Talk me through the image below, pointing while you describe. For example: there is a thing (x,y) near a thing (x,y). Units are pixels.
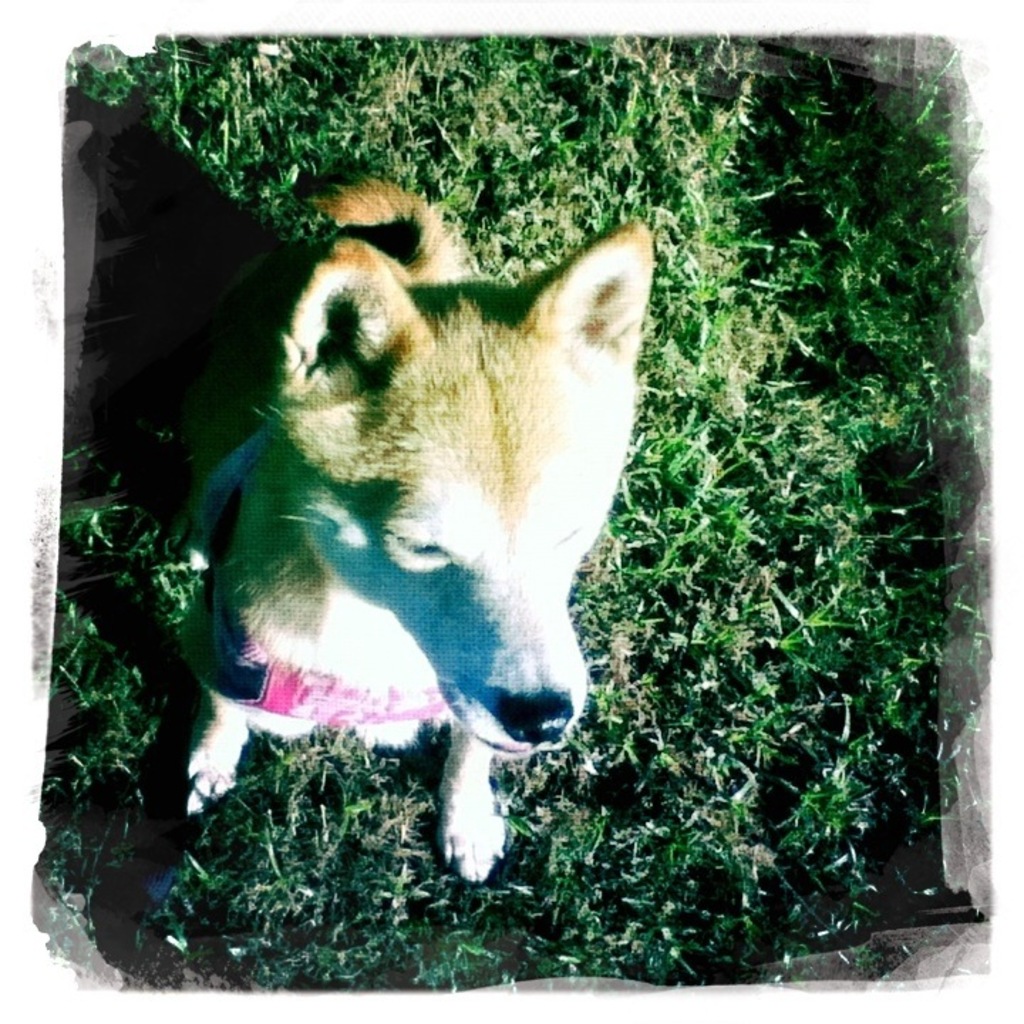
In this image, we can see a dog (383,589) is on the grass (810,362).
